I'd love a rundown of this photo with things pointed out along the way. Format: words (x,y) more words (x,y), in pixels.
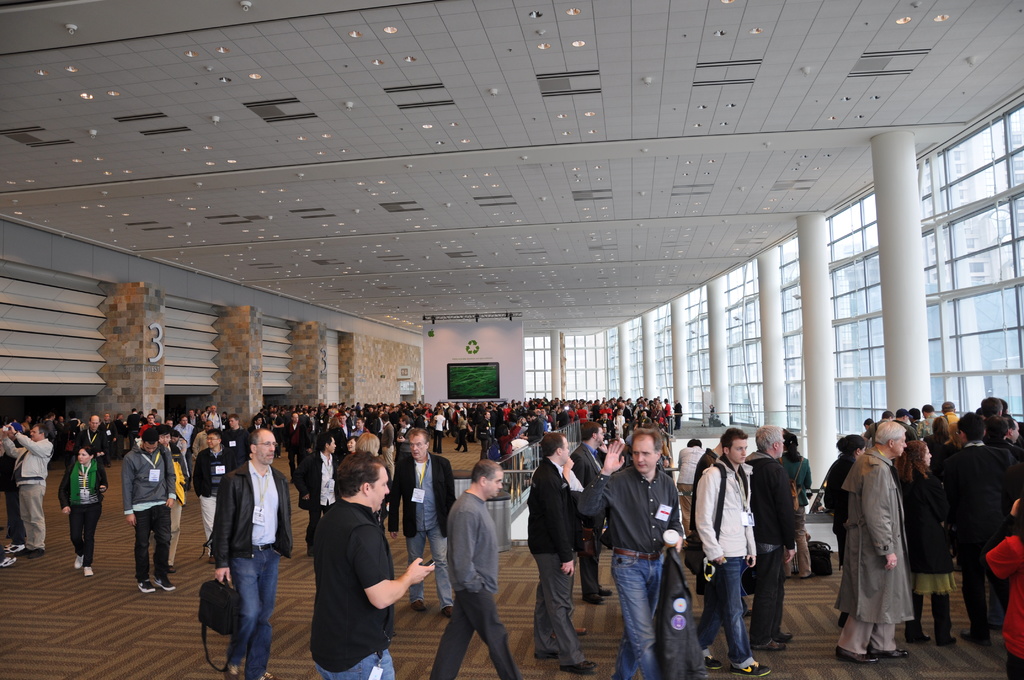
This image consists of many persons (536,410). It looks like a conference hall (549,356). At the top (456,180), there are lights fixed to the roof (528,193). To the right (891,328), there are pillars (884,340). To the left (61,360), there are gateways (7,416). At the bottom (120,629), there is a floor (133,627).
